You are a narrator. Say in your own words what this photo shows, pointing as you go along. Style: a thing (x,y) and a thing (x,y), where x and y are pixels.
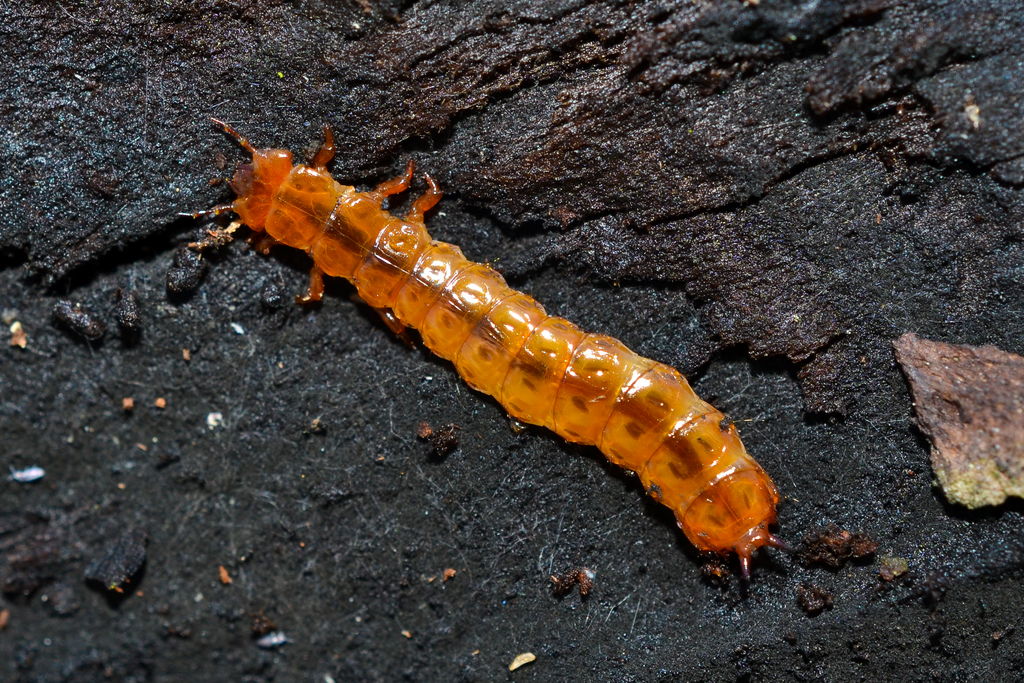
In the center of the image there is a caterpillar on the surface (211,599).
